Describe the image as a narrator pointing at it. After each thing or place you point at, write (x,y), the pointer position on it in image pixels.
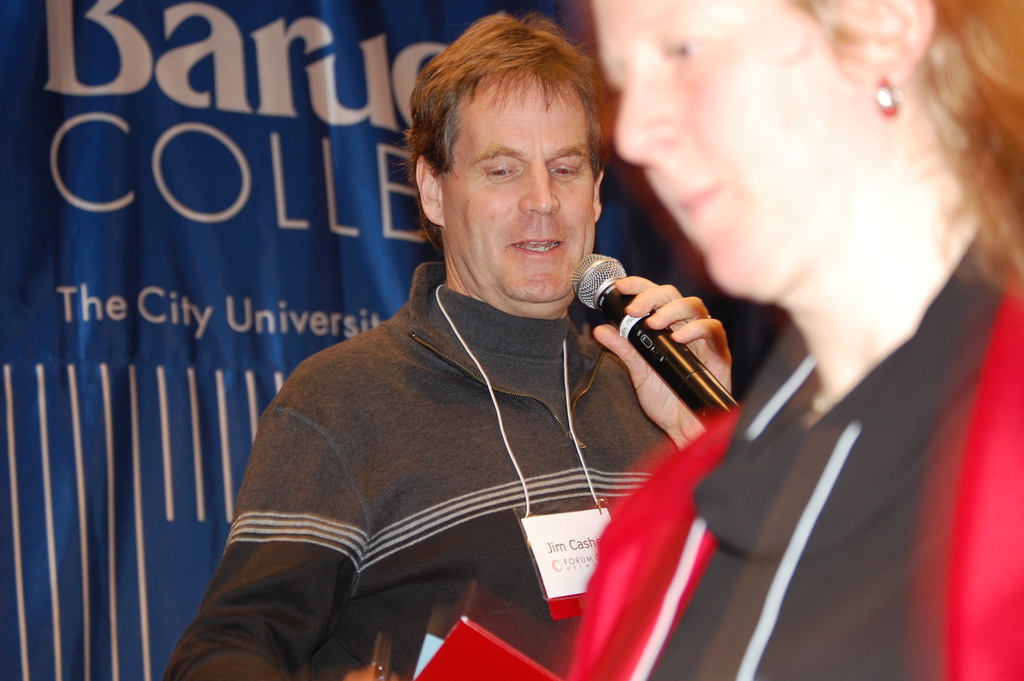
This is the picture taken on a stage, the woman (804,585) in black dress (798,607) was standing behind the woman (699,558) there is a man (495,400) holding a microphone (602,301) and explaining something. Background of these people (600,393) is a banner (271,303) which is in blue color.
